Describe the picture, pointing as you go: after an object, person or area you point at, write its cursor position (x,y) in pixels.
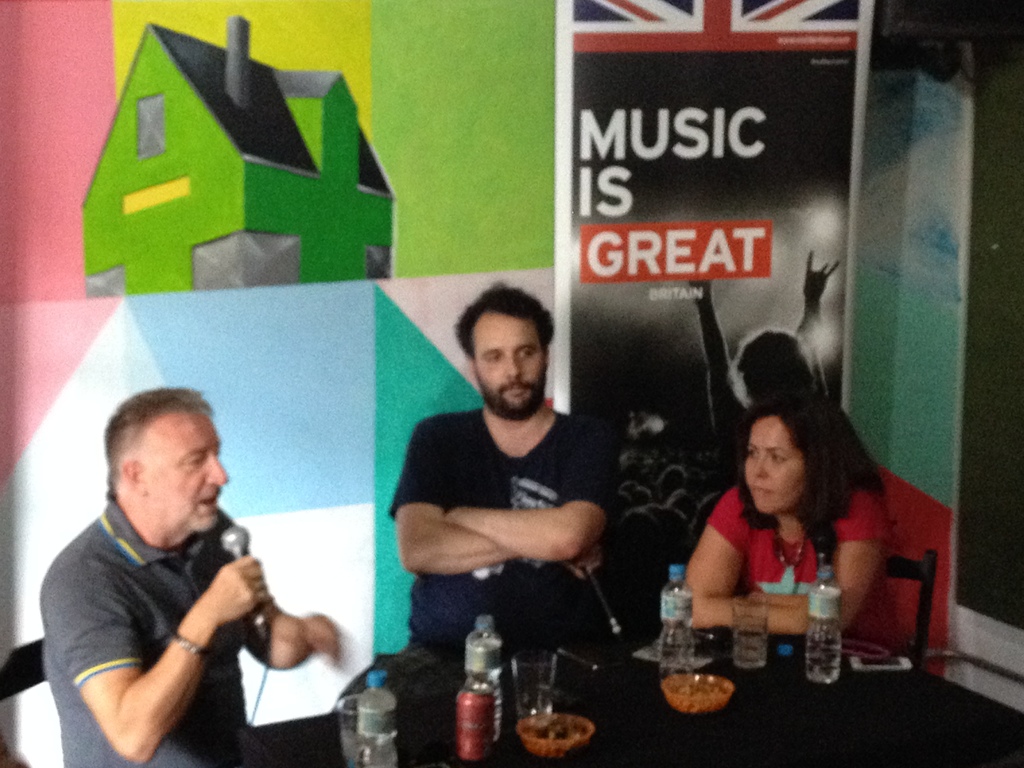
In this image we can see a three persons (160,748) sitting on a chair (930,620) and the person (103,757) on the left side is speaking on a microphone (232,550). This is a table (816,724) where water bottles (492,678), a soda can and bowls (541,733) are kept on it.
